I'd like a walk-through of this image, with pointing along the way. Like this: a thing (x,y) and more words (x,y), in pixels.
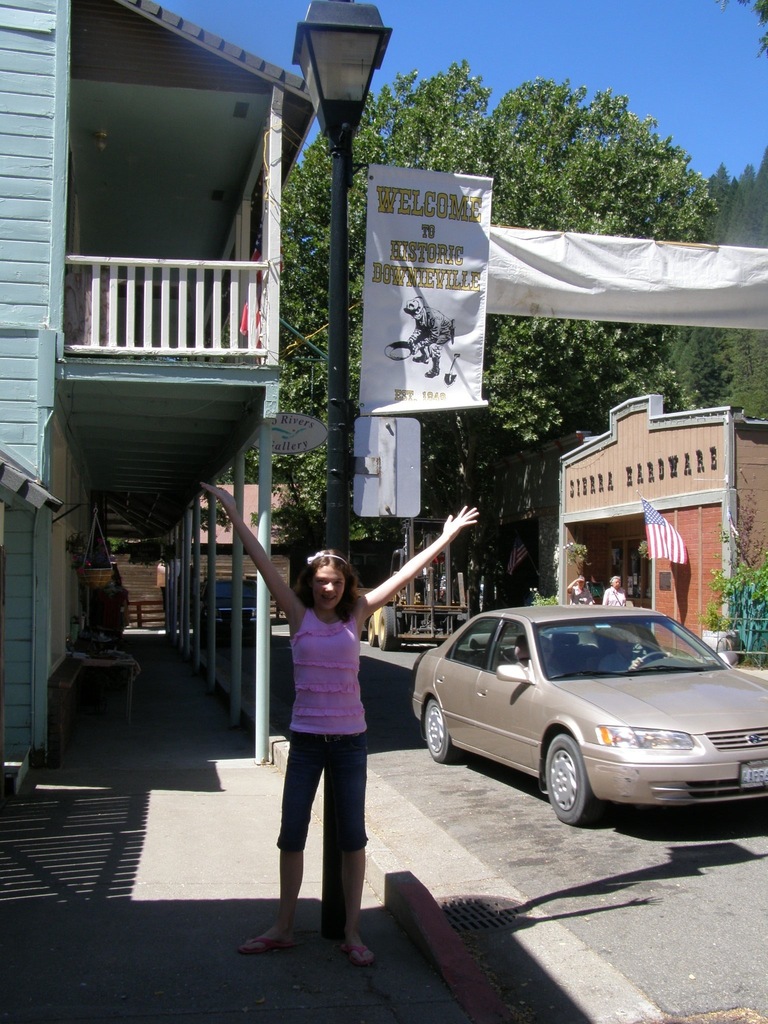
In this image we can see a person (343,749) standing near the light pole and there is a banner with some text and picture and there are some vehicles (744,719) on the road (693,995). We can see few buildings (15,608) and trees (703,229) and there are two persons (621,590) in the background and to the side, we can see a flag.
